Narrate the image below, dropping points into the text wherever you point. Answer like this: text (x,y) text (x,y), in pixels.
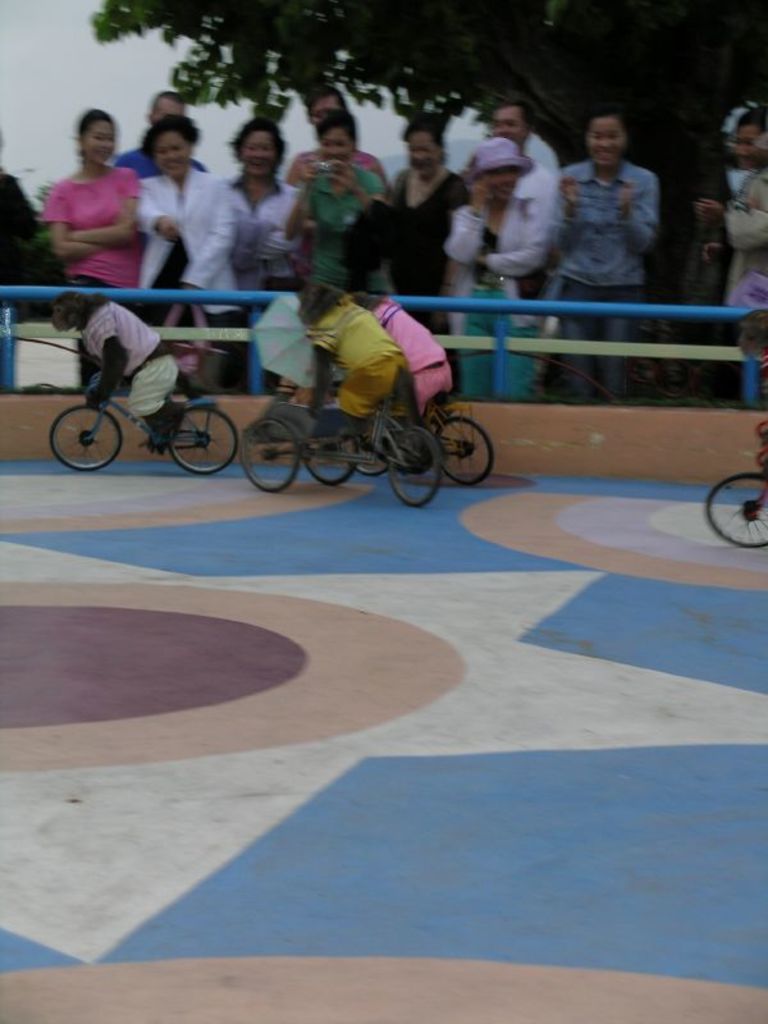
In the center of the image (376,348) there are monkeys (399,337) riding bicycle (288,419). In the background of the image (409,257) there are people (211,216). There is tree (520,74). At the bottom of the image (314,792) there is floor (356,872).
